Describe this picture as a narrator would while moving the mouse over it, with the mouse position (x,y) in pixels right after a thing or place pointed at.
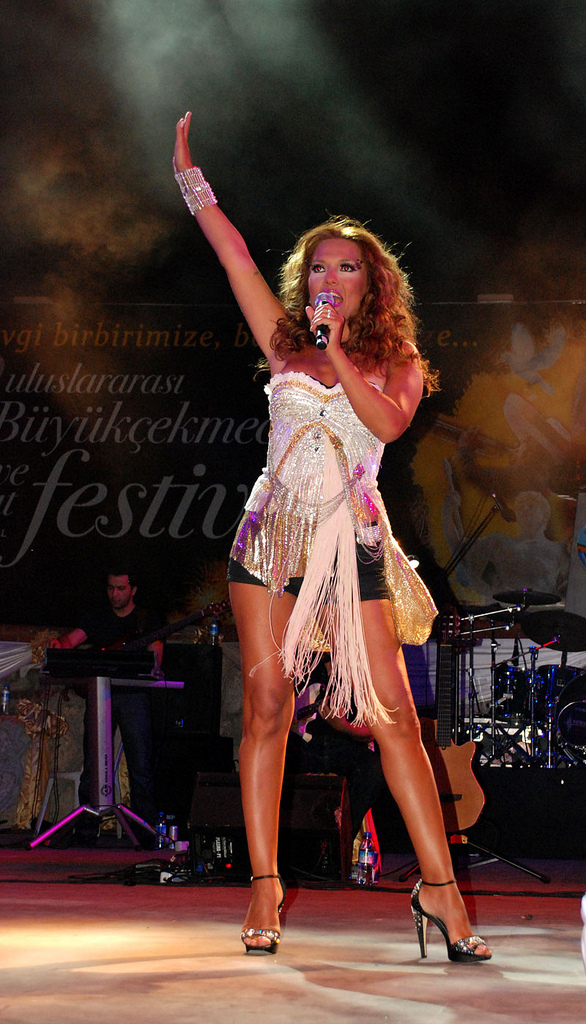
In this image on a stage (360,989) a lady (289,469) is singing. She is holding a mic (324,339). In the background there are few musicians (127,694). There are guitar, drums (540,699). A man (123,704) is playing keyboard (123,655). In the back (57,424) there is a banner (219,476).
